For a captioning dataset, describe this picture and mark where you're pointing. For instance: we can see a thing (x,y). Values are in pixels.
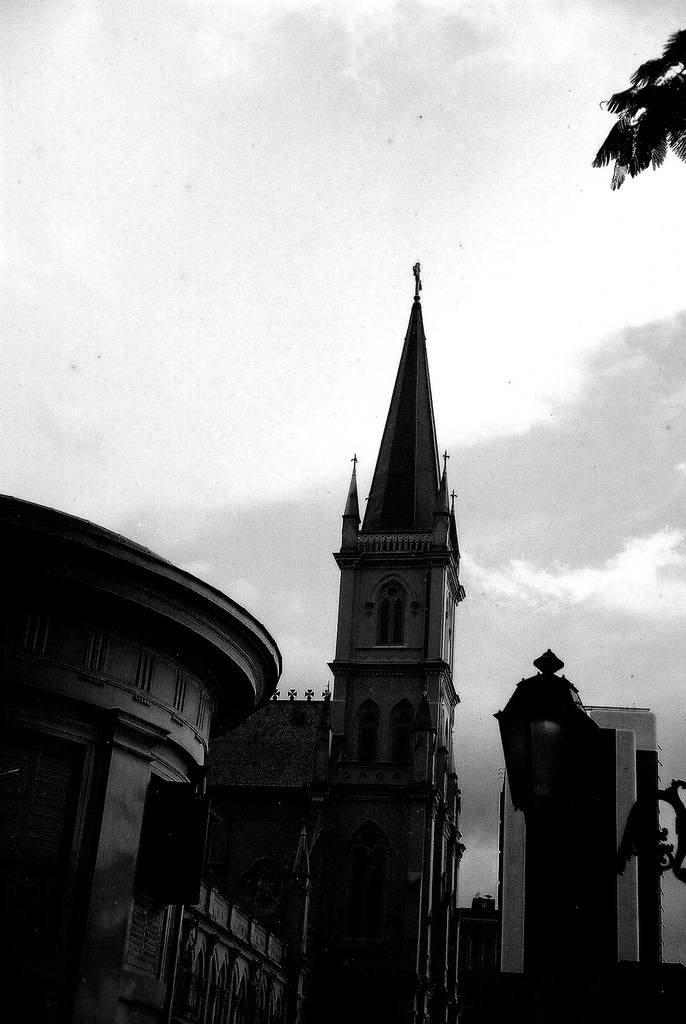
This is a black and white picture. Here we can see buildings (377,642) and leaves (644,145). In the background (519,362) there is sky (495,375) with clouds (623,319).
